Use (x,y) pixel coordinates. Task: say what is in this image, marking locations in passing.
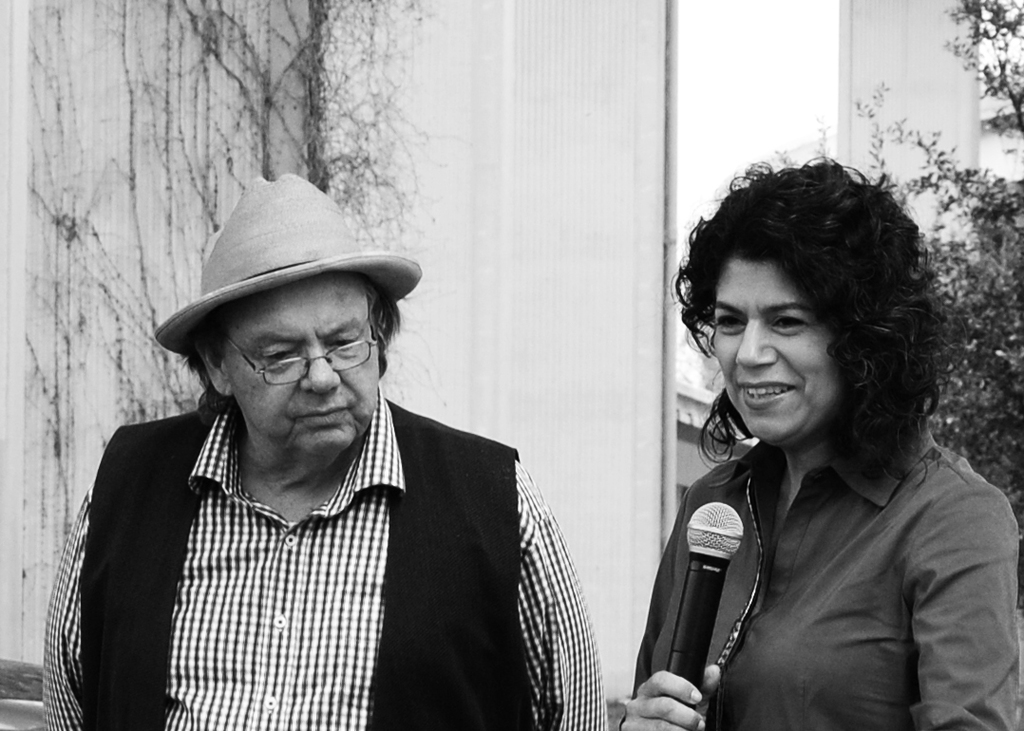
In this picture we can see a man (222,343) and a woman (751,391) holding a mic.
